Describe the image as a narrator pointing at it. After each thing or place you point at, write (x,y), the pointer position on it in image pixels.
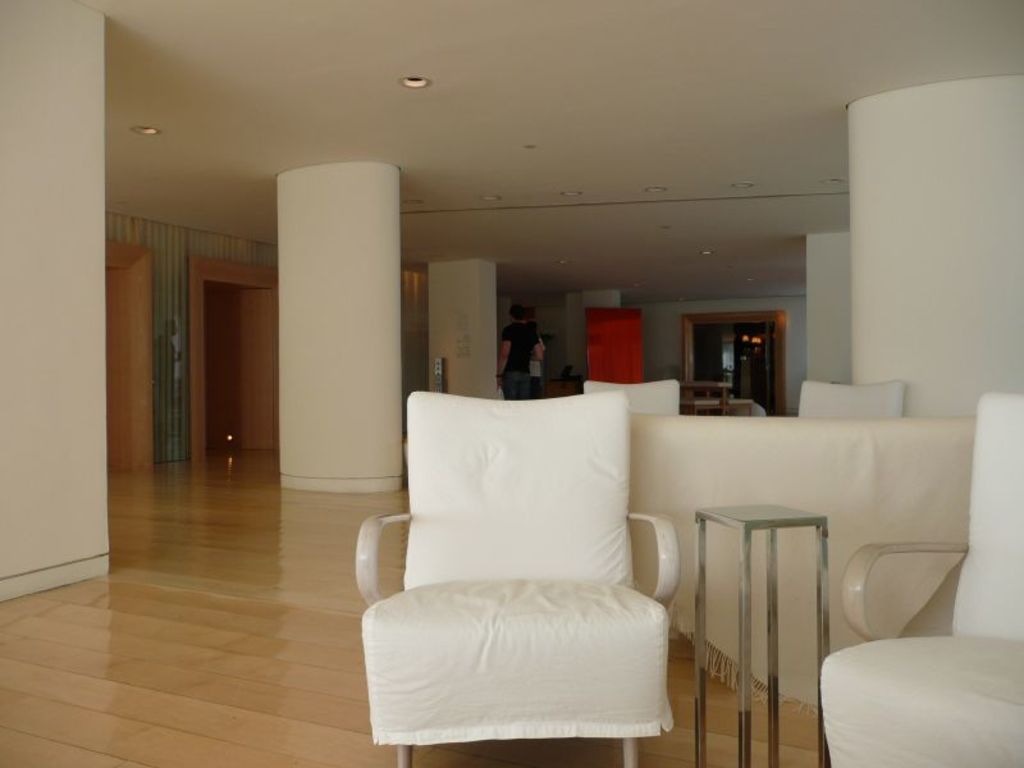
This is an inside view of a building (347,436) and here we can see chairs (676,558), a stool (747,589), and we can see a cloth (733,448) on the table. In the background (505,340), there are some people (531,354) and we can see some other tables (717,386) and chairs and there is a door (753,327) and pillars (317,464). At the bottom (238,705), there is floor (215,535) and at the top (208,88), there are lights (145,132) and there is roof (658,81).
